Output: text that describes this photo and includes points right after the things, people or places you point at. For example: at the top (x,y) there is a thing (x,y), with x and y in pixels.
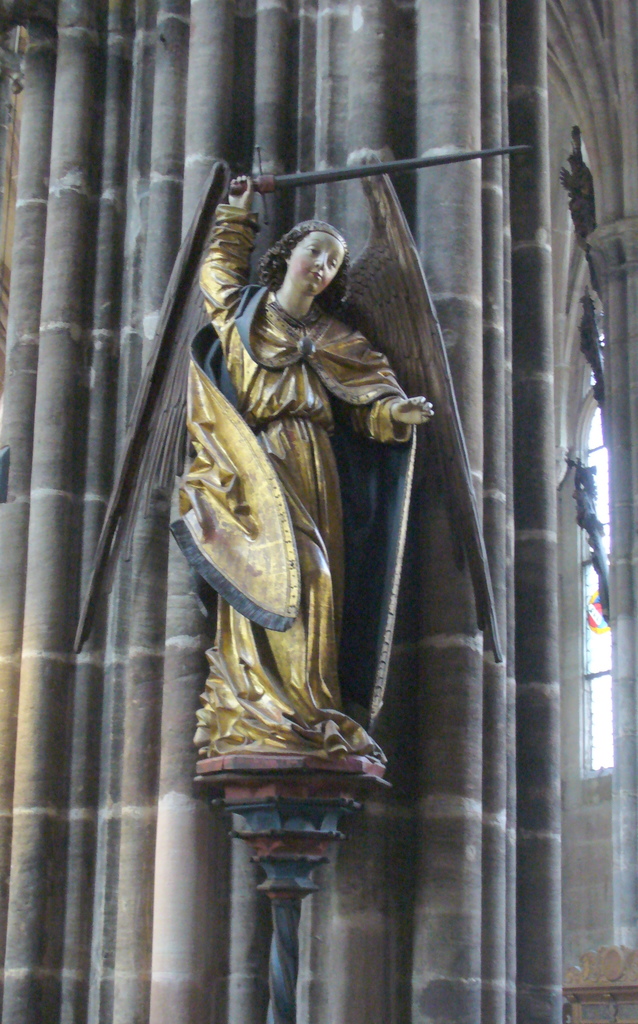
In the center of the image (229,435), we can see a statue (271,524) and in the background (392,83), there is building (408,112).
